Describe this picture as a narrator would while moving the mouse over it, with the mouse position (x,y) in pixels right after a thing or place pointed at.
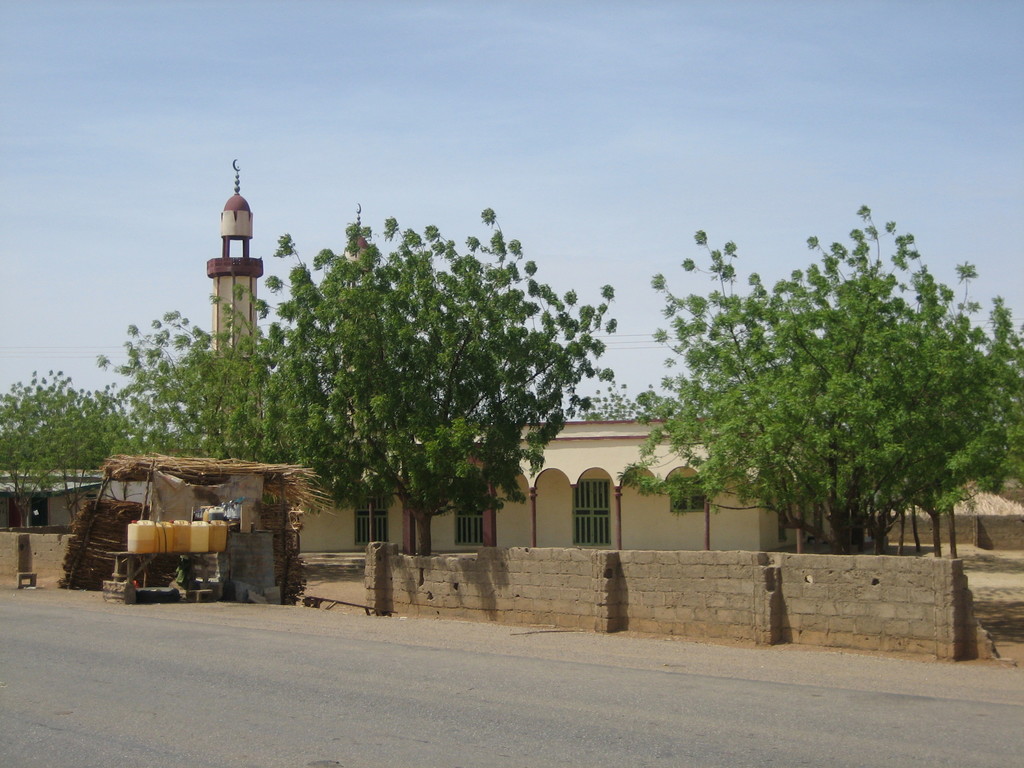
In this picture we can see the road (293,705), here we can see cans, hut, wall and some objects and in the background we can see a building (736,522), house (718,531), trees (783,463) and the sky (956,24).
